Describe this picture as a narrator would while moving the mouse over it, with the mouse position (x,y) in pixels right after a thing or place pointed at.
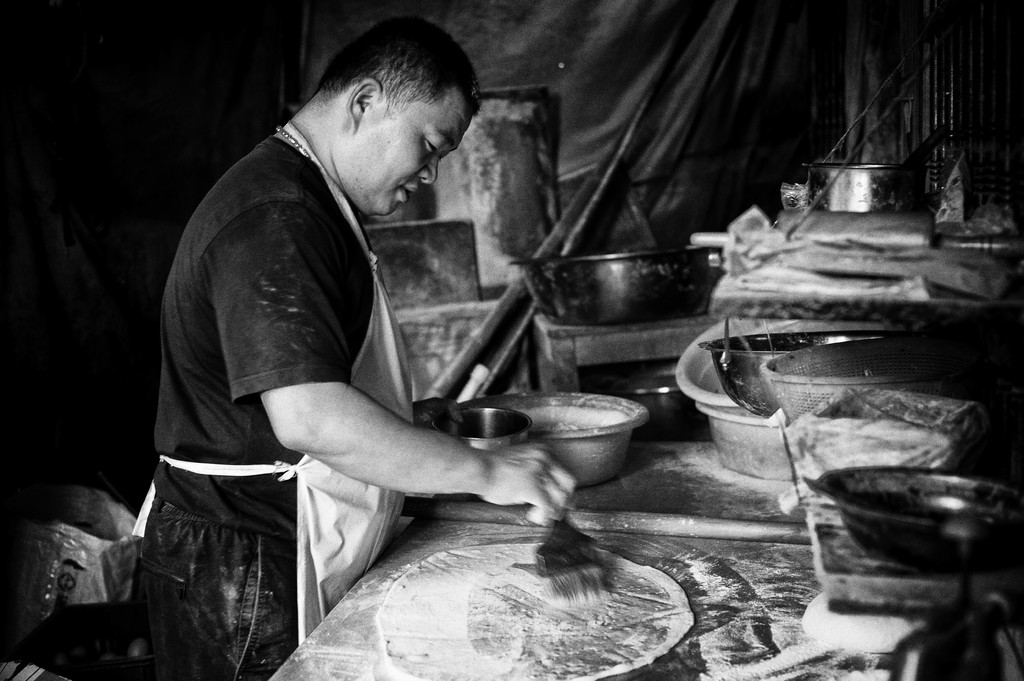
In this image there is a man (292,295) standing, he is holding an object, there are tables (692,460), there are objects (682,370) on the tables (780,671), there are objects (89,590) towards the bottom of the image (100,599), there is an object (742,104) that looks like a curtain (693,68) towards the top of the image (586,26), there are objects (960,252) towards the right of the image (938,321), the background of the image (146,84) is dark.
